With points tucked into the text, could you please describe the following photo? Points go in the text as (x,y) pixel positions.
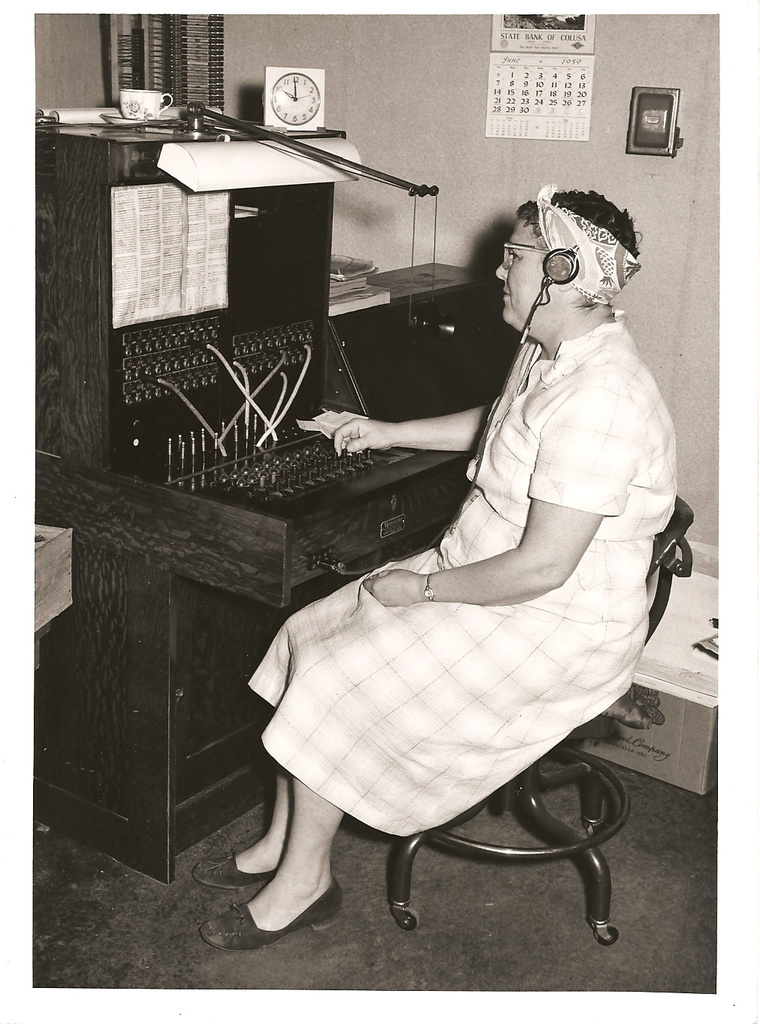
In this image I can see a woman (508,534) is sitting on a chair (678,500), I can also see she is wearing a headphone (549,261) and a specs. Here I can see a machine (244,322), a cup (164,108) and a clock (283,87).
